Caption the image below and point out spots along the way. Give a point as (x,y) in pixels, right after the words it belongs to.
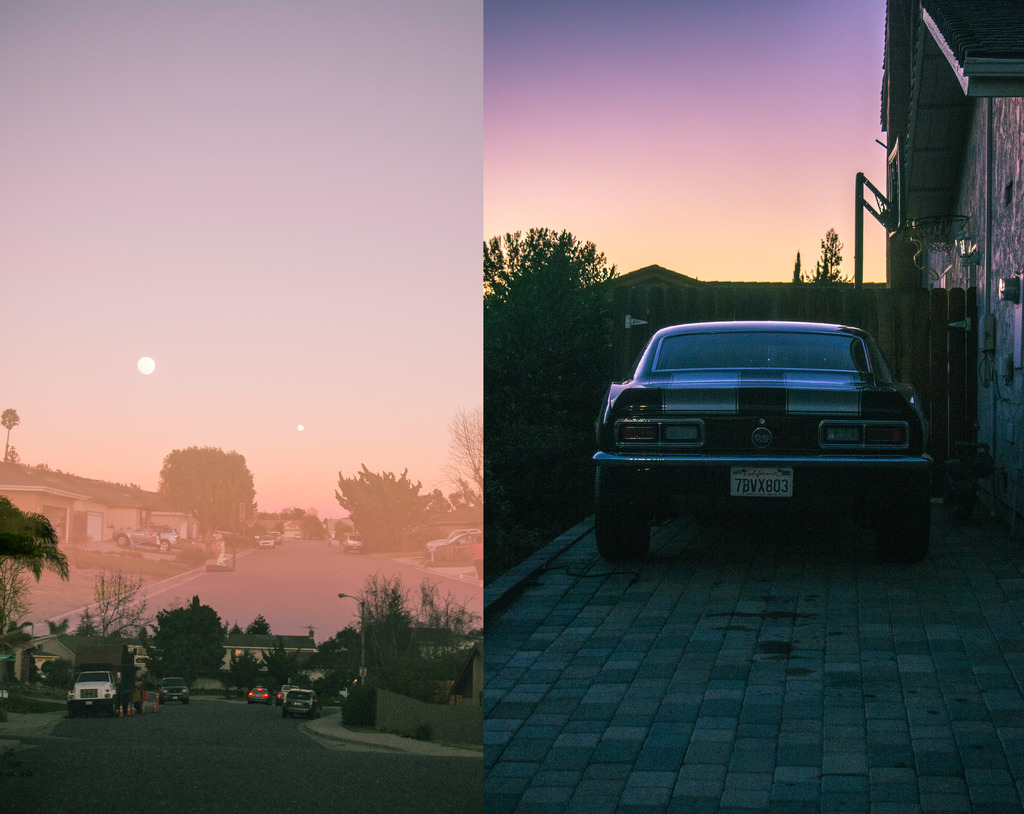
To the right side of the image (844,461) on the floor (786,608) there is a car (825,456). Behind the car (876,454) there is a building (914,270) with roofs (944,79) and poles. And also there are many trees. To the bottom left of the image (182,731) there is a road (146,724) with few vehicles (300,690). In the background (382,654) there are many trees (348,681) and also there is a footpath (327,723) to the right side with a streetlight pole (362,620). And above that there is another image with a road (326,583). On the road (335,554) there are few vehicles (160,540). And to the left corner of the image (130,528) there are houses (124,505) with roofs (44,487) and also there are trees (209,460). And to the top of the image (263,163) there is a sky (216,283) with moon (150,361).
